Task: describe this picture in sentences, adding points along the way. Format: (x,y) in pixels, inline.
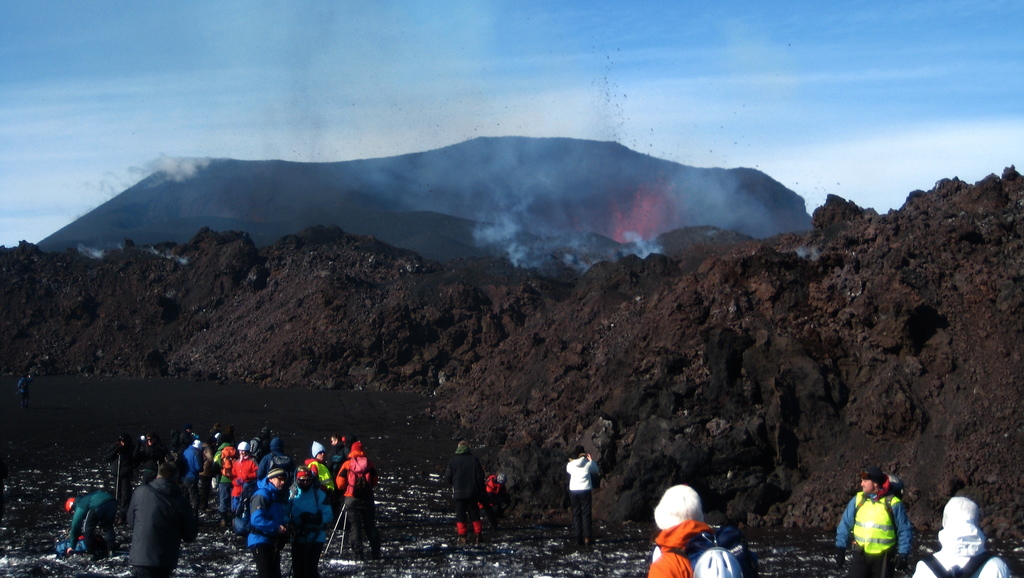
In this picture we can see a group of people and in the background (427,455) we can see soil (573,431), mountains (877,411), sky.
